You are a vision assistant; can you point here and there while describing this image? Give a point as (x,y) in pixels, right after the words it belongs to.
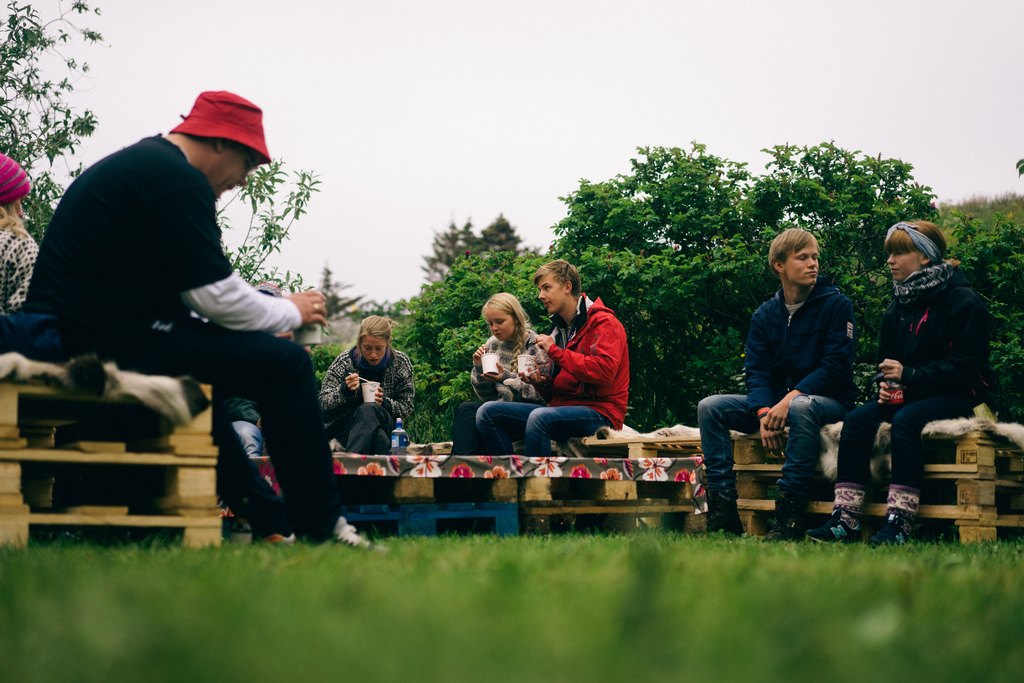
In this image, there are some persons (77,216) sitting and wearing colorful clothes (838,361). There are some trees (624,213) in the center of the image (645,250). There is a sky (519,182) at the top of the image (743,30). The person (173,211) who is on the left side of the image (201,166) wearing a cap (205,132) on his head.
